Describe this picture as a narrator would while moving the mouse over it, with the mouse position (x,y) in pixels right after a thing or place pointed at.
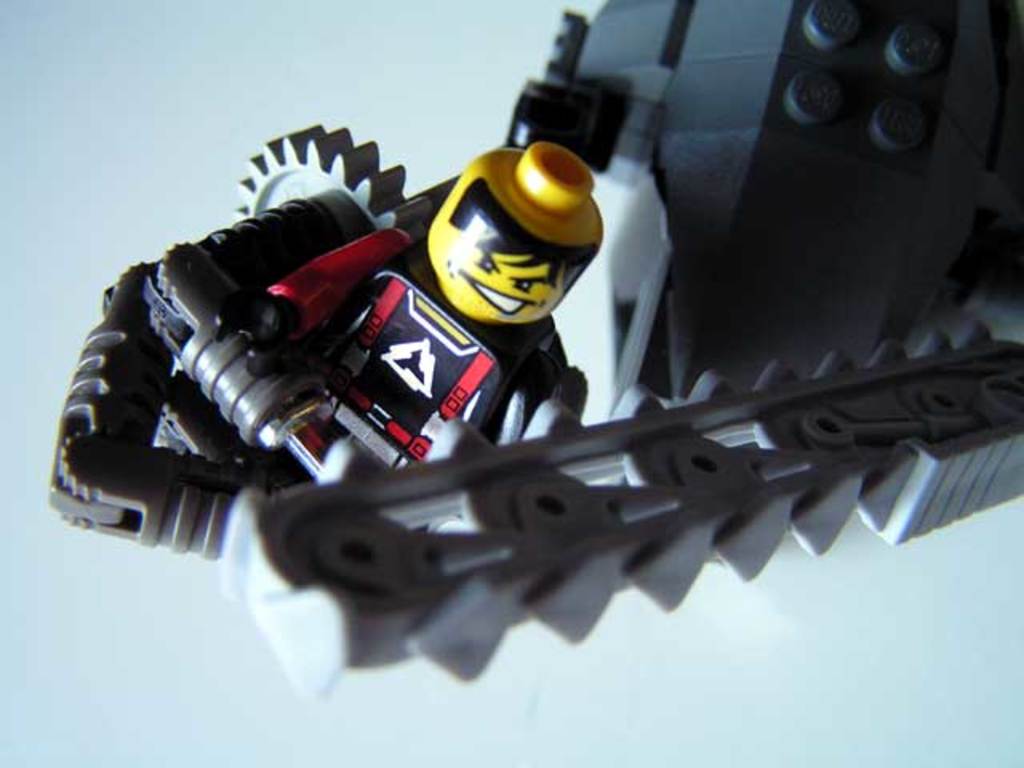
In this image we can see a toy (720,274), and the background (88,145) is white in color.
